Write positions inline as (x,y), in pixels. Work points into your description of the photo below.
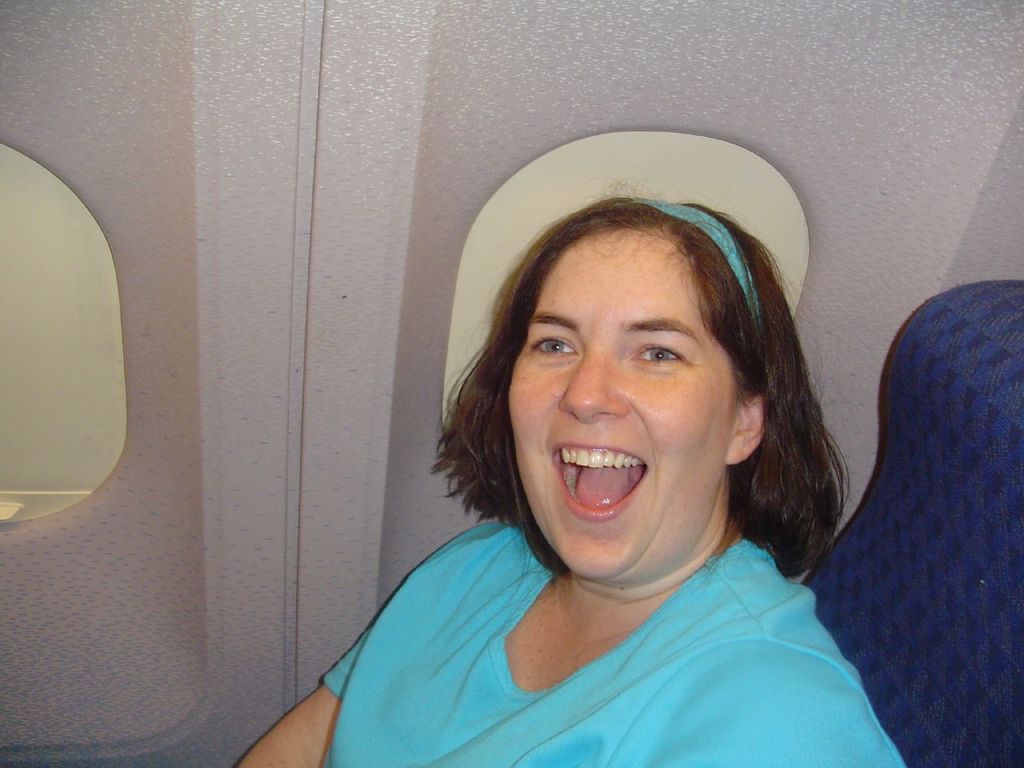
On the right side (733,551), there is a woman (718,657) in blue color t-shirt (497,666), sitting on a violet color seat (921,620) and smiling. Beside her, there are glass windows (716,197).
